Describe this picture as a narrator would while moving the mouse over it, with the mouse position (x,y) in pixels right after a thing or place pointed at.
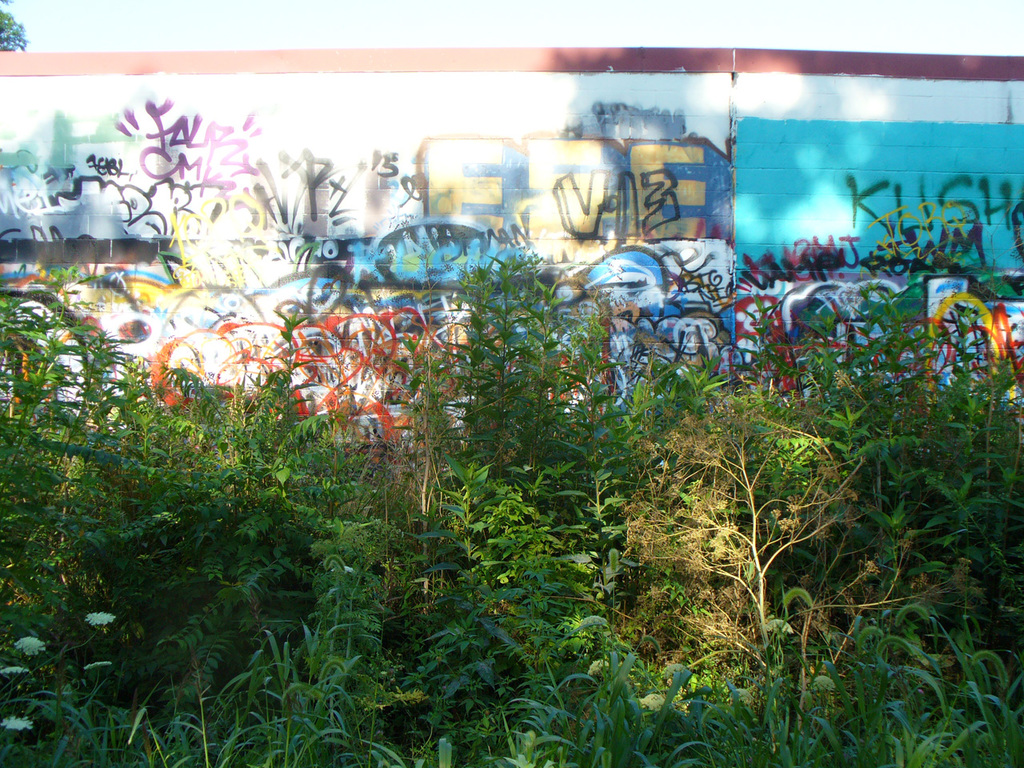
In this image I can see plants (537,630) in green color. Background (297,175) I can see the wall (304,162) in multi color and sky (147,36) in white color.
